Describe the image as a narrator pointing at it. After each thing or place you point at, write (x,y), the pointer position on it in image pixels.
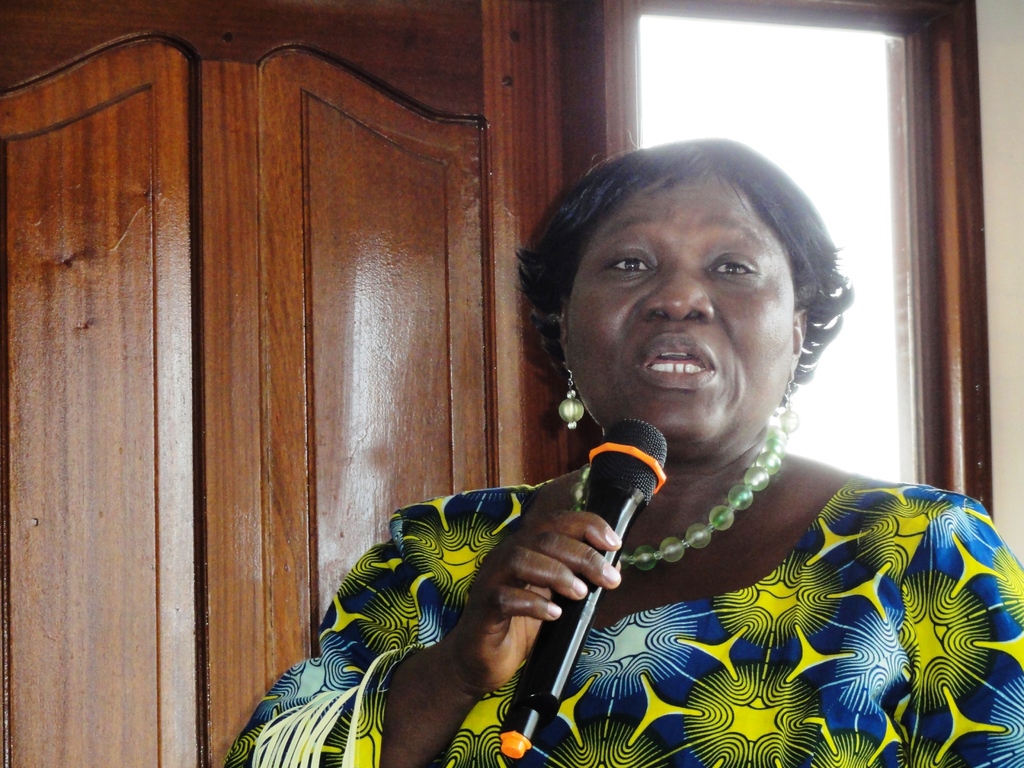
Here we see women (842,752) standing and speaking with help of a microphone (639,463).
